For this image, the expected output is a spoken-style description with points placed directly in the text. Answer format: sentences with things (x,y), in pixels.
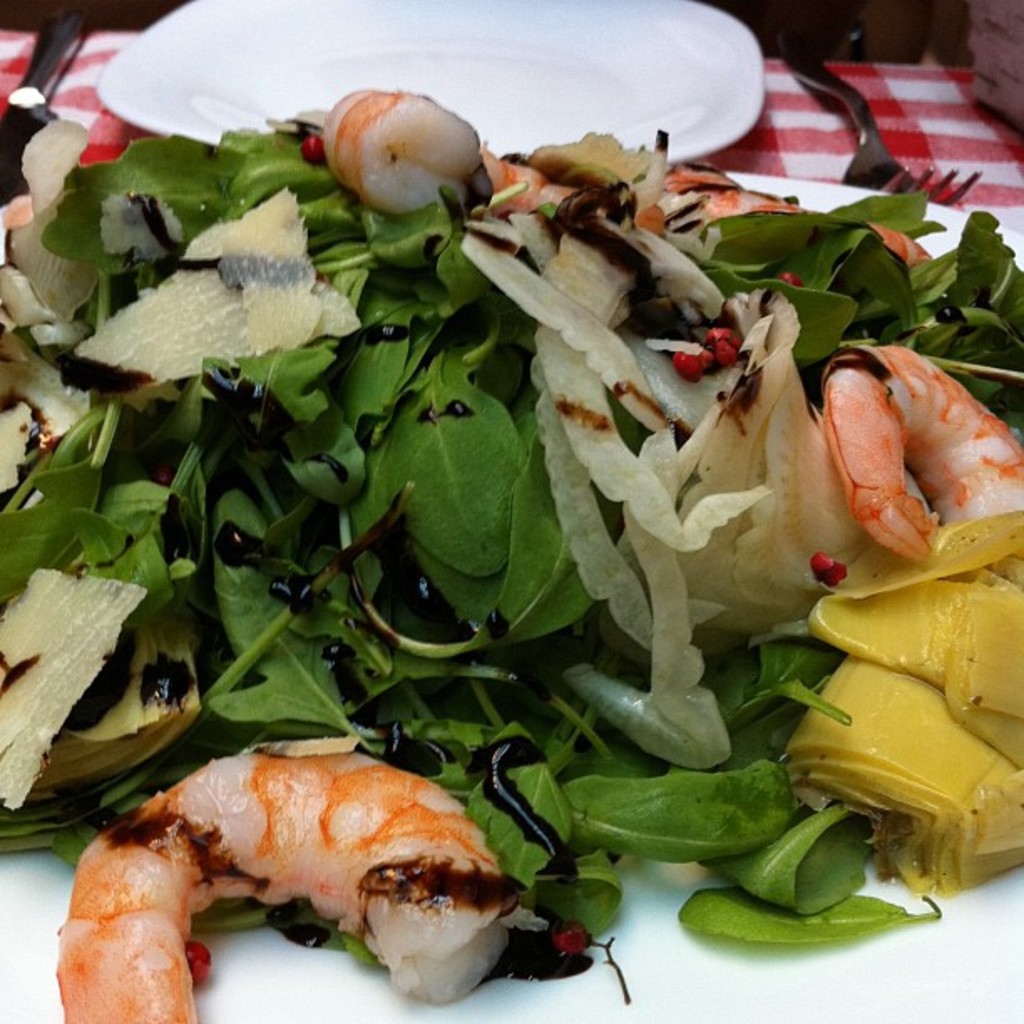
We can see green vegetables (379,367), food (289,819), forks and plate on the table (910,81).
